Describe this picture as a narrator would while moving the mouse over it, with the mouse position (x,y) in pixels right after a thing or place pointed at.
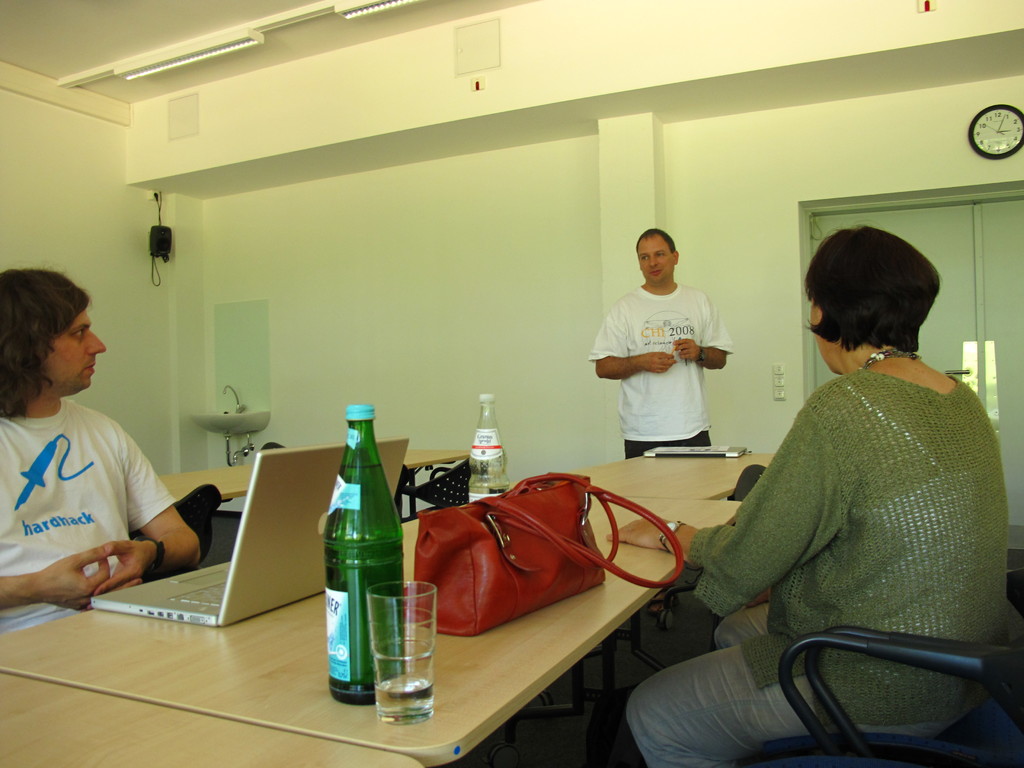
In this image i can see a woman (782,480) and a man (187,531) sitting on both sides of the table (561,650), on the table (506,633) i can see a bag (465,559), few bottles (372,559), a glass (400,603) and a laptop (208,572). In the background (390,350) i can see a wall (455,289), a man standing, a clock (1002,145), a tap (238,410), a mirror (229,344) and a door (952,319).
